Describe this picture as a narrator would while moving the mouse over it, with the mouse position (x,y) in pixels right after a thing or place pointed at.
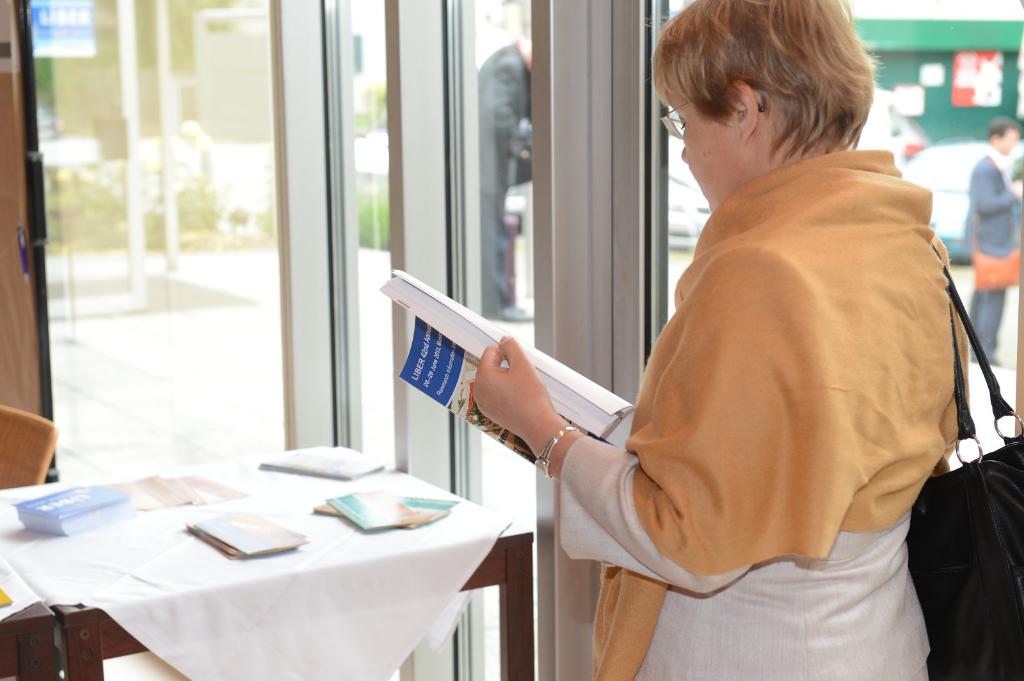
This woman (849,352) is standing and holds a book (589,395). She wore a bag (946,557). In-front of this woman (694,400) there is a table (271,554). On table (288,521) there are books (57,530). Outside of this glass door (964,131) there are vehicles (954,184) and persons (984,172).
